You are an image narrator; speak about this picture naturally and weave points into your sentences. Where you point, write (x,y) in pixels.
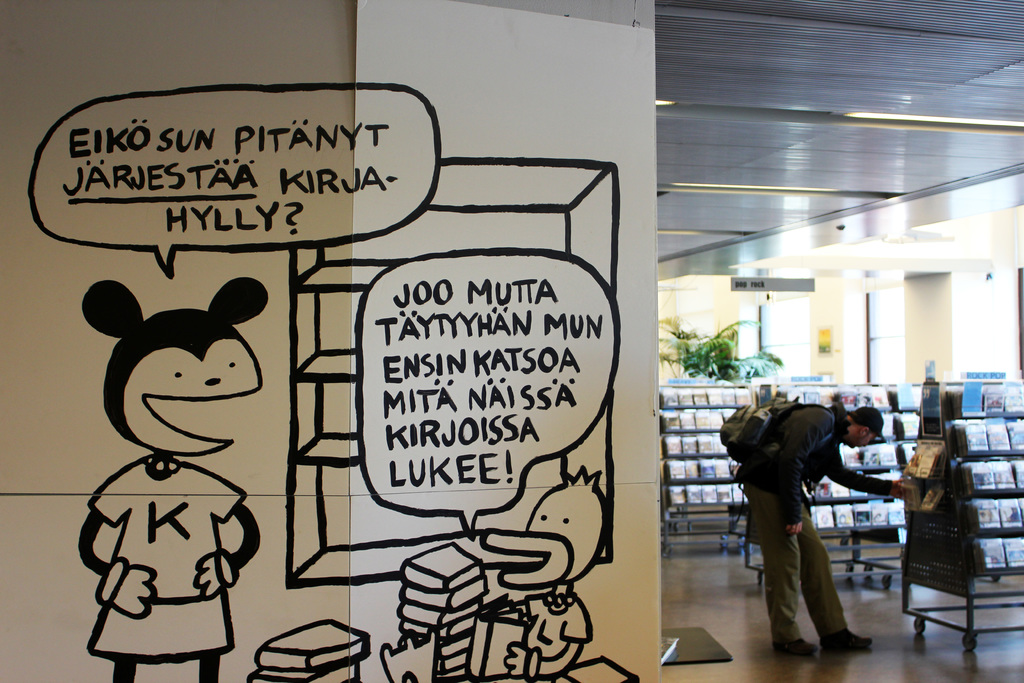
In this image, we can see a wall (263,267) with some images (212,414) and text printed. We can also see a person (820,476). There are some shelves (859,459) with objects (1014,553). We can also see some trees (700,360). We can see the wall (822,363) and the roof (1006,130). We can see a board (809,278) and the ground (760,609).
